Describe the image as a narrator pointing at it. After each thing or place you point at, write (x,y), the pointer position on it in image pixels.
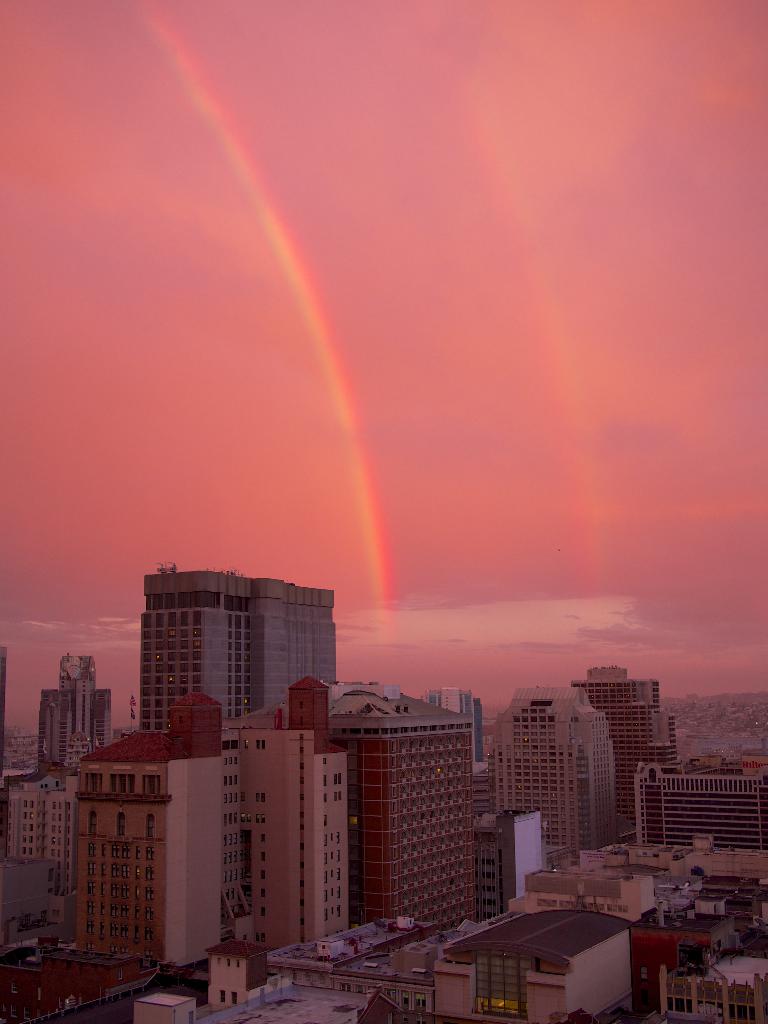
There are many buildings (350,843) with windows (519,774). In the background (418,378) there is sky (342,306) with clouds (269,301).
